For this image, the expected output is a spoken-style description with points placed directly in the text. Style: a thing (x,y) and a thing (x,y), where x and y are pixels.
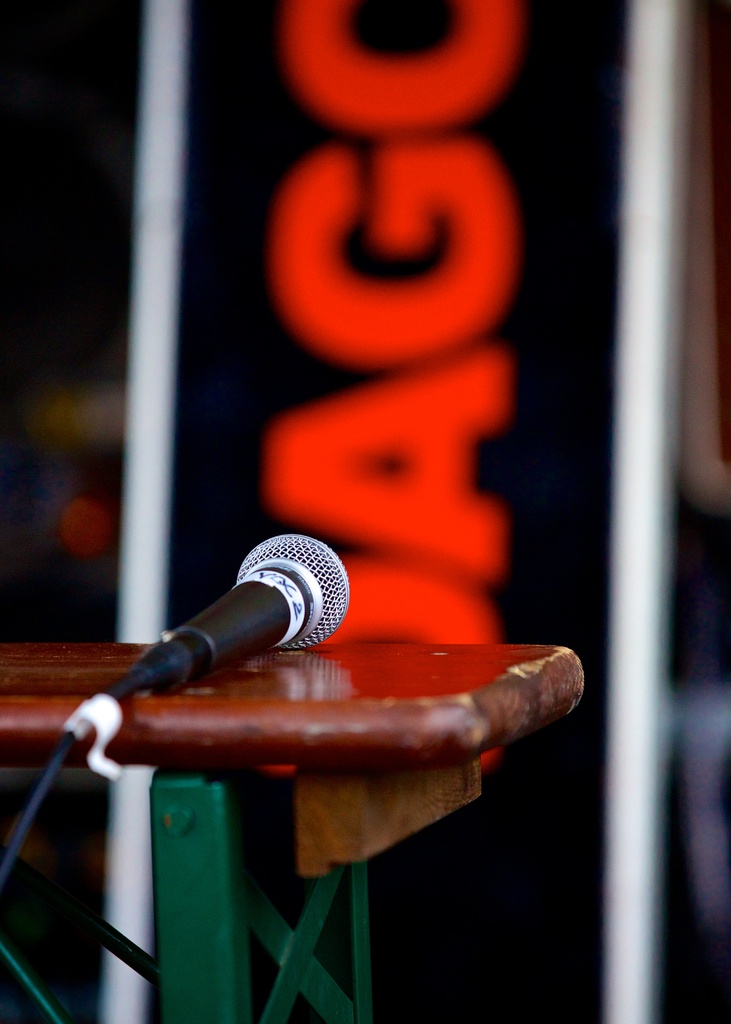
In this picture I can see the brown color board (413,710) on which there is a mic (333,616) and under the board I can see the green color rods (156,846). In the background (203,193) I can see the black color thing (377,290) on which there is a word (399,605) written and I see that it is blurred.
